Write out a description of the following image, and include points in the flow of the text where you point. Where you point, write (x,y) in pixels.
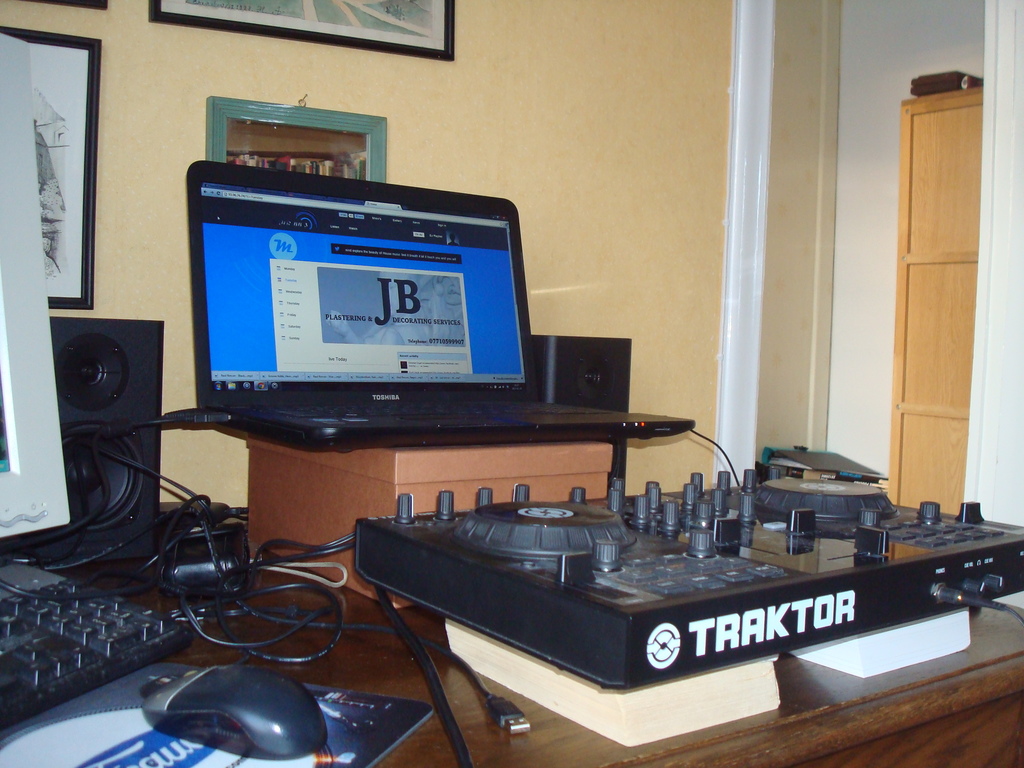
In the image there is laptop (455,357), speakers (543,349), mouse (203,728), DJ controller (875,519) on the wooden table (838,712) and behind it there are photos (66,57) on the wall (155,56). on the right side (957,198) there is cupboard (900,216).
